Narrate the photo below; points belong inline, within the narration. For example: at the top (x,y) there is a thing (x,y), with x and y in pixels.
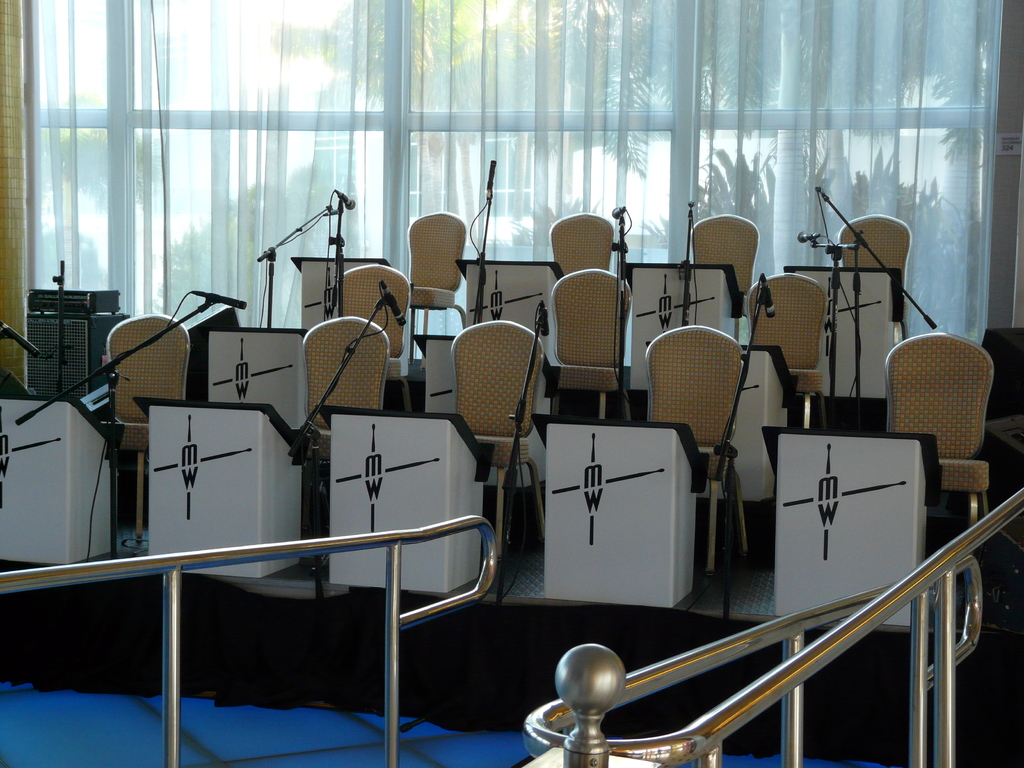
In this image there are a few empty chairs (593,322) and tables (405,423), there are a few mic's (209,296). In the foreground of the image (616,672) there are a few metal structures (634,681), in the background (431,70) there is a curtain (402,163), behind the curtain (488,97) there is a glass window (553,106) through which we can see there are trees (743,128).
